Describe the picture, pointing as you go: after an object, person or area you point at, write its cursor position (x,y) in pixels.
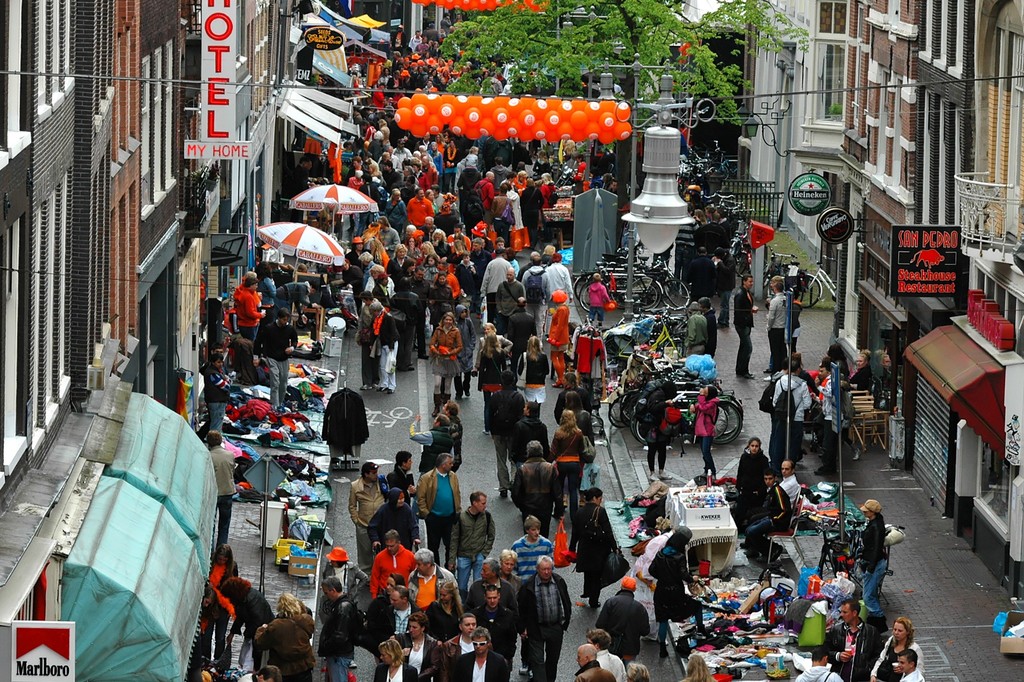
In this picture there is a aerial view of certain area (507,269) in which there are some persons (579,424) walking through the street (468,438) and there are few stores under the umbrella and there are few buildings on either sides of them and there is a tree (543,86) in the background (574,56).
